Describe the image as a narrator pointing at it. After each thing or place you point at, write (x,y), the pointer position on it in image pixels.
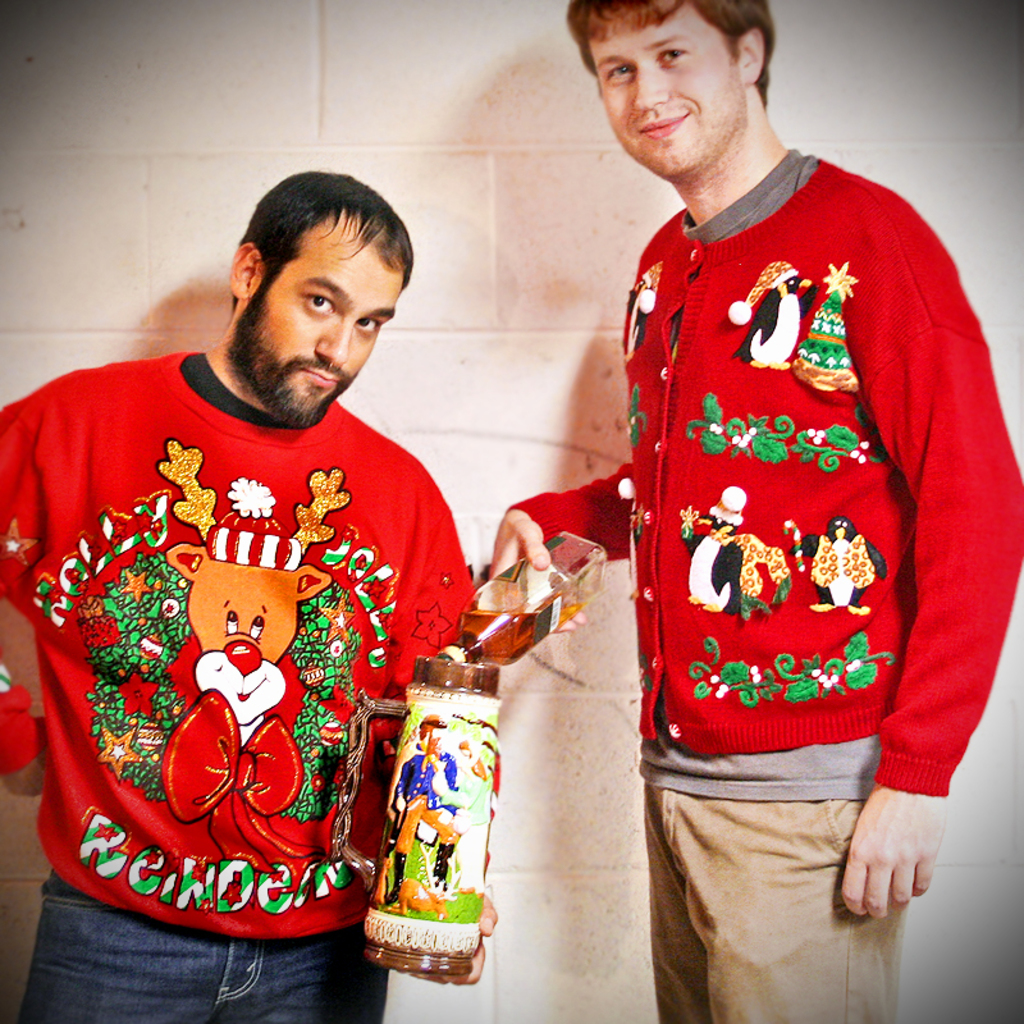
In this picture we can see two persons (341,872), one persons (543,560) is holding a bottle (494,609), another person (320,720) is holding a mug (393,842).
